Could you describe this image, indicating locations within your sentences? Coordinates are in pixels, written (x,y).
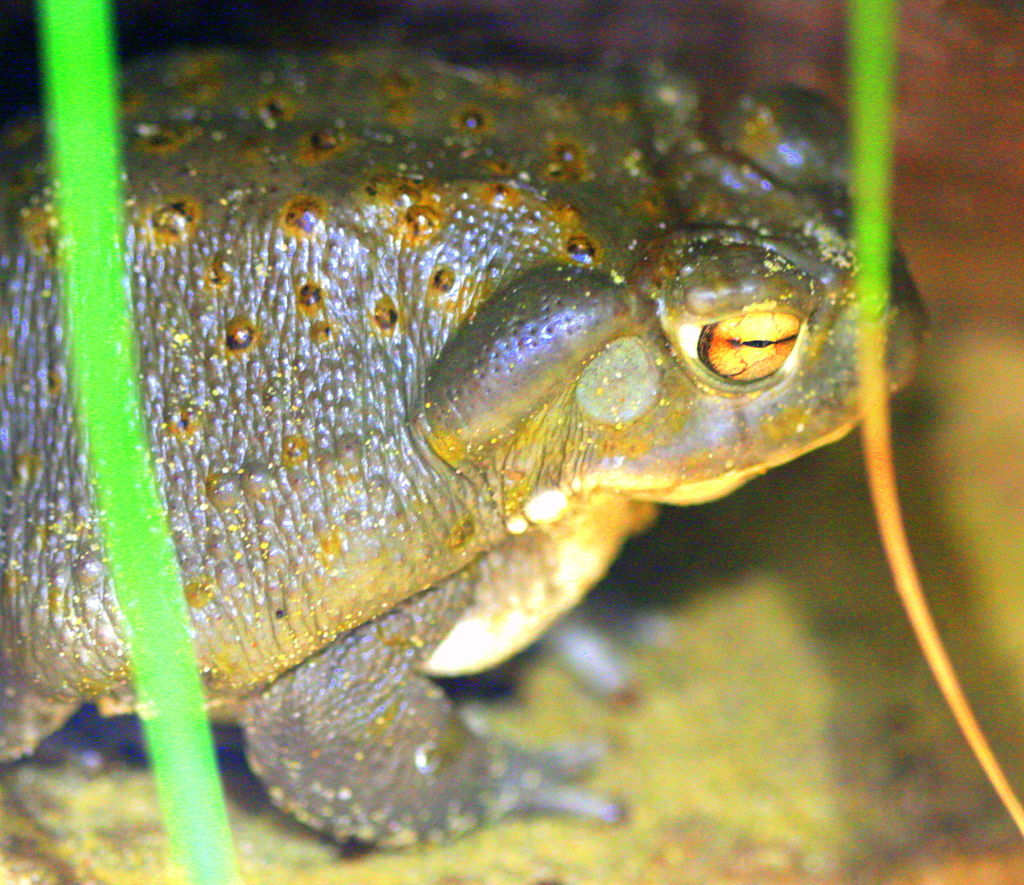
In this image we can see a frog (366,388).
